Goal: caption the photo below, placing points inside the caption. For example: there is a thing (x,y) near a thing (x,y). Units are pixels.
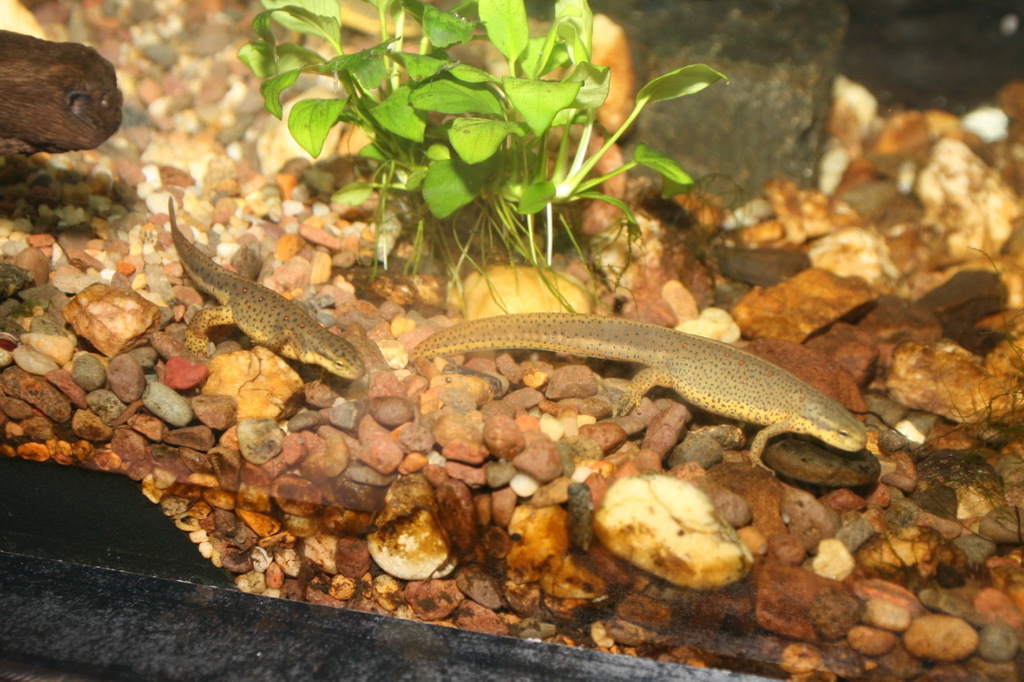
In this image we can see an aquarium (587,486) and there are newts (281,312) in the water (287,329). We can see water plants (504,109). At the bottom (188,528) there are stones (667,514).
